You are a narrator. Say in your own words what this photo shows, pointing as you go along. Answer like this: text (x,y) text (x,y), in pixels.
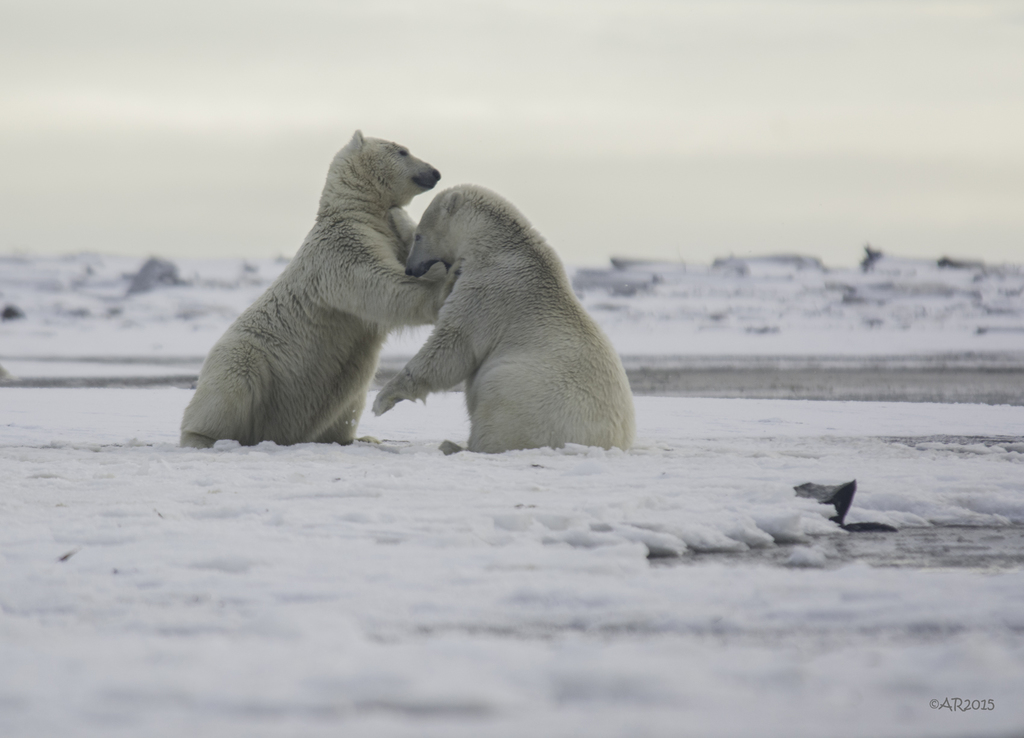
There are two polar bears (471,206) on the snow land (454,409) and there is sky (807,149) in the background area (580,264).
